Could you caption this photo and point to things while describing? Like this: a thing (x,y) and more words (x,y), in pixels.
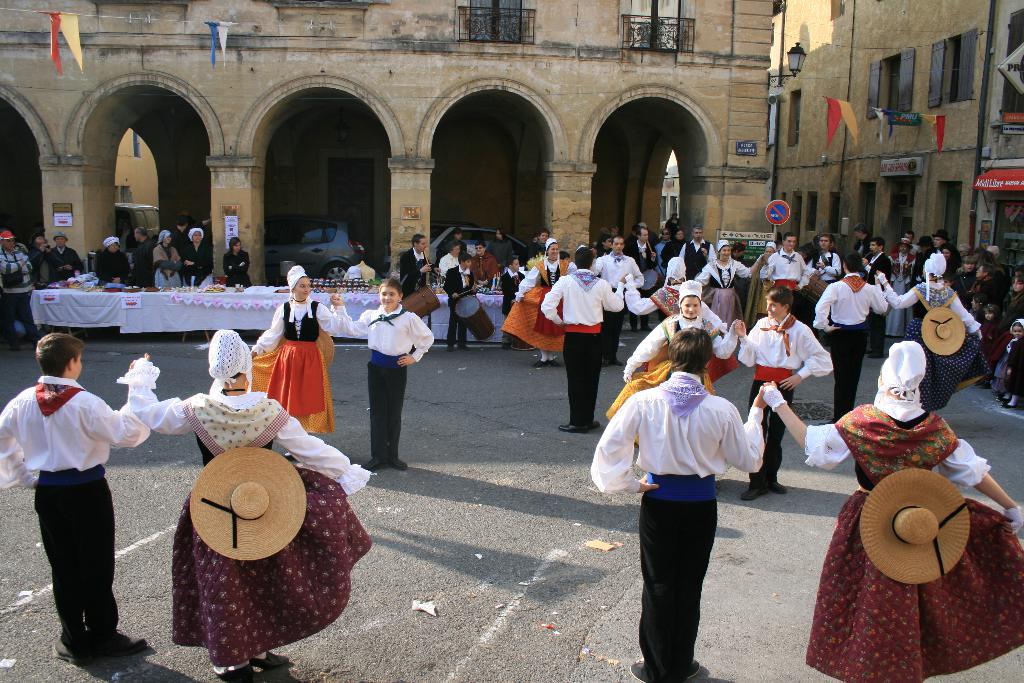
At the bottom of the image (240,465) we can see people (595,336) wearing costumes (409,349) and dancing. In the background (798,207) there is a sign board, tables (190,315), people (154,253), buildings (103,225) and cars (321,243).
